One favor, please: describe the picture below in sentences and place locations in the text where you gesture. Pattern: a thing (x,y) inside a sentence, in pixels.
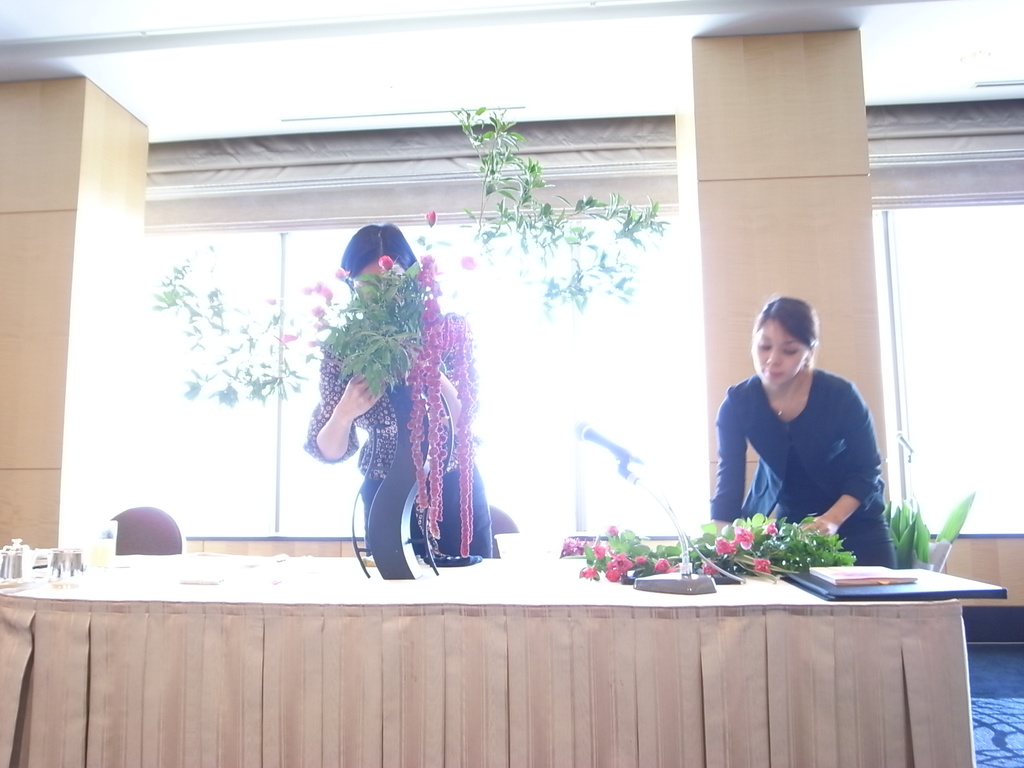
In this picture we can see two woman (747,424) standing and holding leaves (381,314) and flowers (611,580) with their hands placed on table (476,583) and we have mic (687,577), books (846,574) on table (186,554) and in background (104,360) we can see pillar (81,180), window (204,391), chair (169,524).
